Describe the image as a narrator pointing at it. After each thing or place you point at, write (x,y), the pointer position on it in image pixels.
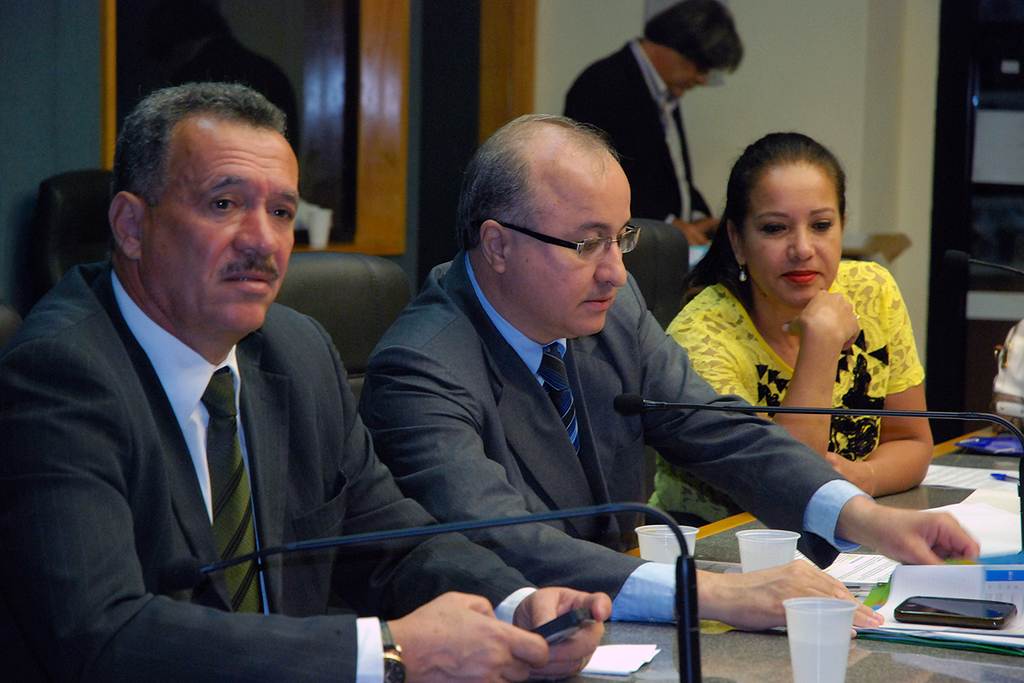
This picture describes about group of people (525,256) few are seated on the chairs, in front of them we can see few microphones (480,525), glasses (834,601), papers (872,570), mobile (962,612) and other things (920,637) on the table (852,544), in the background (686,49) we can see a man (680,136) he is standing.
